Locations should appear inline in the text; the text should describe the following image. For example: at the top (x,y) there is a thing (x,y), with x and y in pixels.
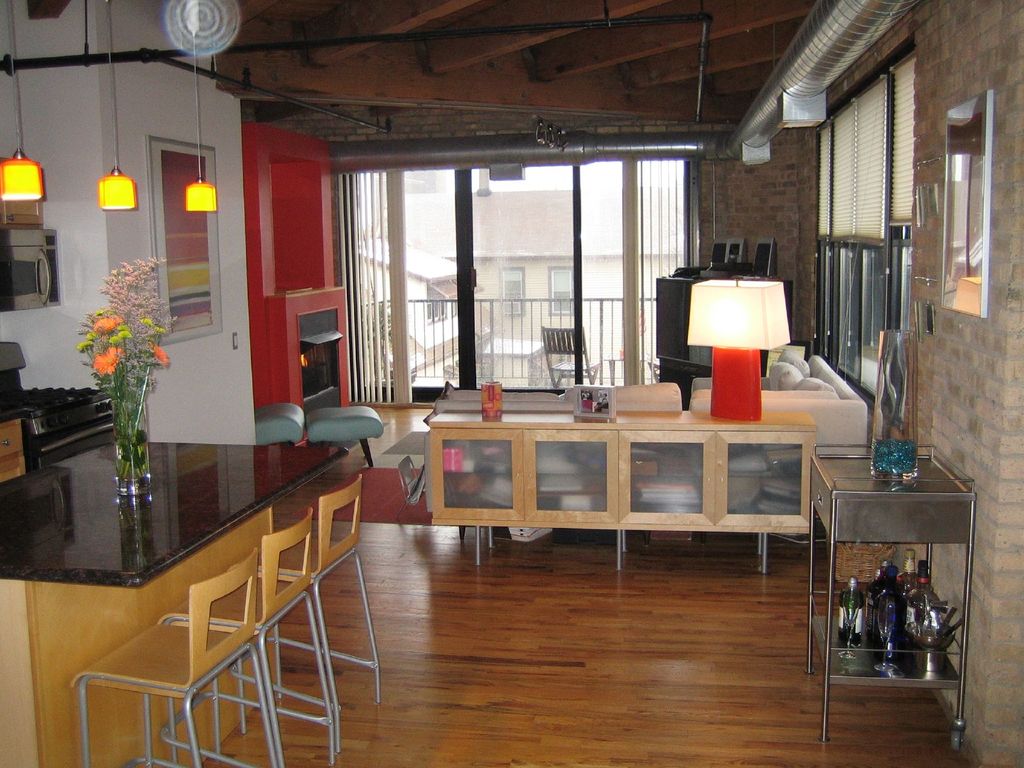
In the image we can see there are chairs (277,622) kept on the floor (470,666) and there are flowers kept in the vase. There are lights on the top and there are table lamp (732,406) kept on the table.
